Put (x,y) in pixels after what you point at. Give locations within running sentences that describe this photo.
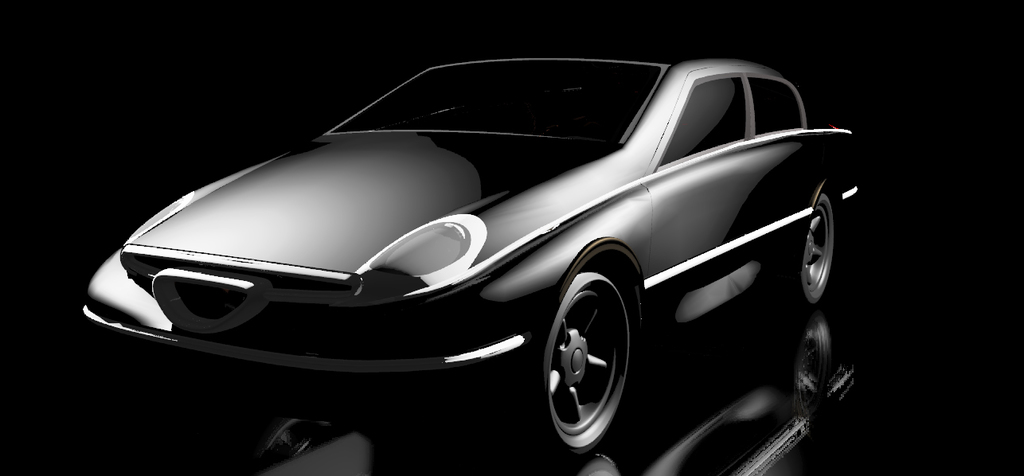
Here we can see a black car (452,190) on a platform (182,467). In the background (161,175) the image is black in color.
